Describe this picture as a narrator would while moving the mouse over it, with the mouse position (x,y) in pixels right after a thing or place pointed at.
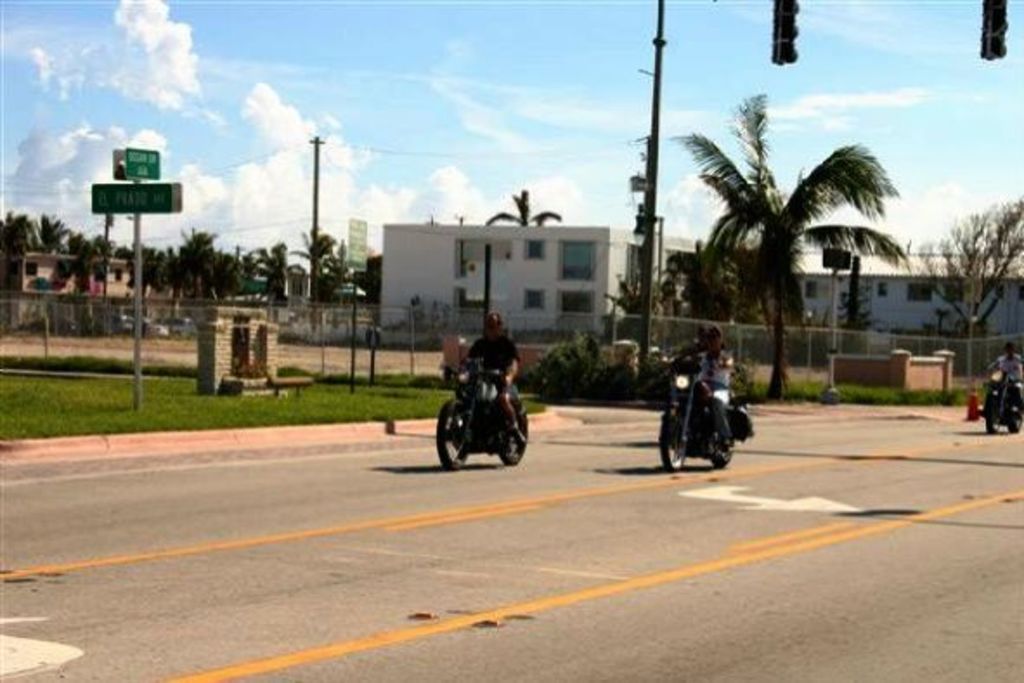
In this picture we can see three persons (501,377) are riding motorcycles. In the background of the image (374,256) we can see the buildings (503,278), windows (567,275), trees (264,272), wall (221,307), mesh (402,337), boards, poles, grass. At the top of the image (794,111) we can see the traffic lights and clouds (263,128) are present in the sky (580,128). At the bottom of the image (776,568) we can see the road (795,462). On the right side of the image (981,414) we can see a divider cone (975,395).
